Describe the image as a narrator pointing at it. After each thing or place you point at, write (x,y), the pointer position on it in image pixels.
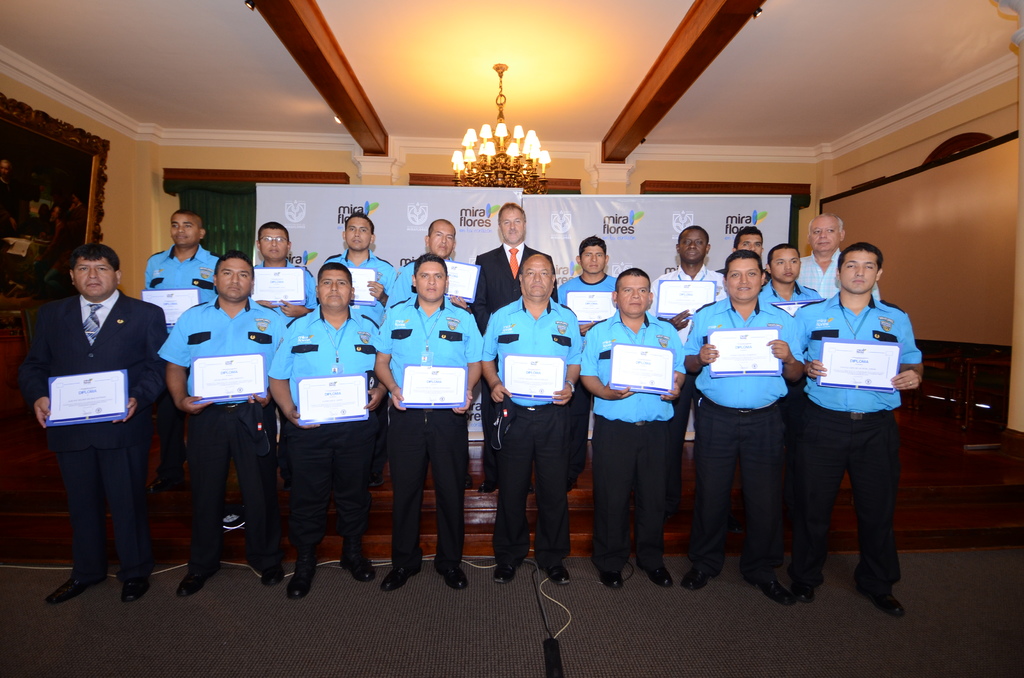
In this image I can see there are group of persons (281,338) standing and they are holding certificates (95,384) and backside of them I can see hoarding boards (667,235) and at the top (492,91) I can see a roof (472,121), on the roof (539,97) I can see chandelier lights (506,137) and I can see the wall (115,187) and a photo frame (71,206) attached to the wall (135,191) on the left side (57,203).
